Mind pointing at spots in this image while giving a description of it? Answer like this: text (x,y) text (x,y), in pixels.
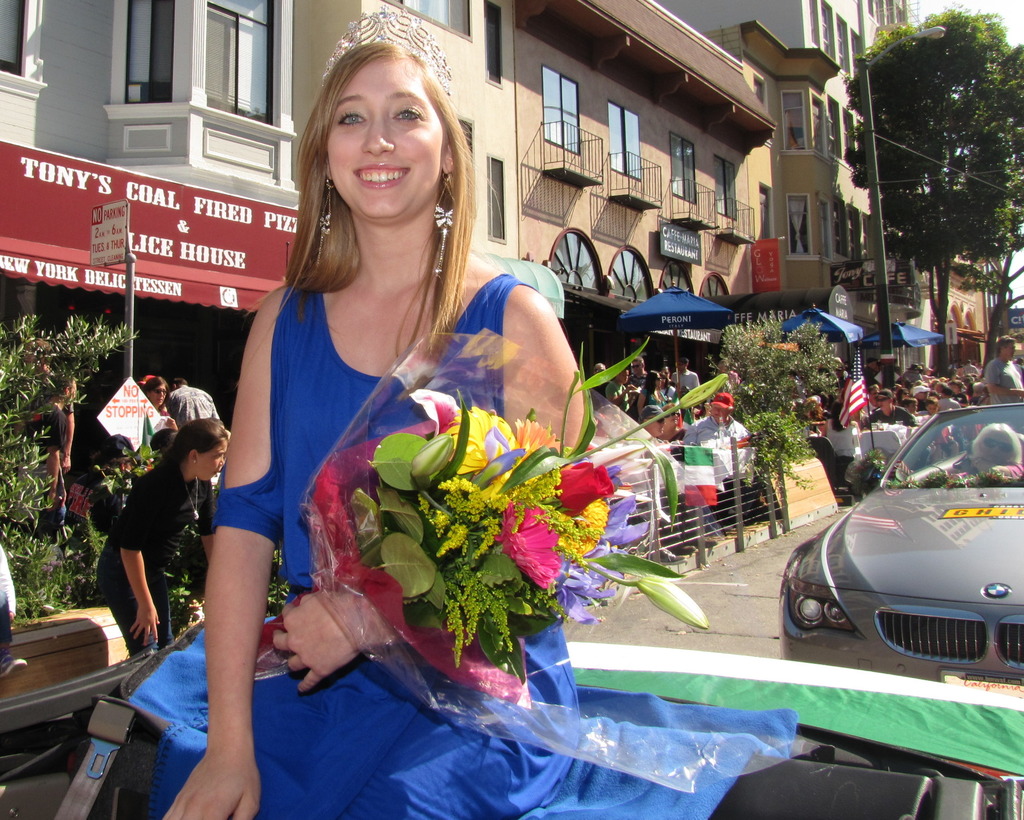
In this image, we can see a woman (331,239) is sitting and holding a bouquet (465,536). She is watching and smiling. Background (9,433) we can see so many people (3,633), plants (0,417), rods (654,560), poles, sign boards (1010,324), umbrellas (644,320), buildings (576,316), walls (717,250), windows (637,260), trees (875,114), banners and flag (854,395). Right side of the image (935,553), there is a vehicle (904,571) on the road (753,642).
